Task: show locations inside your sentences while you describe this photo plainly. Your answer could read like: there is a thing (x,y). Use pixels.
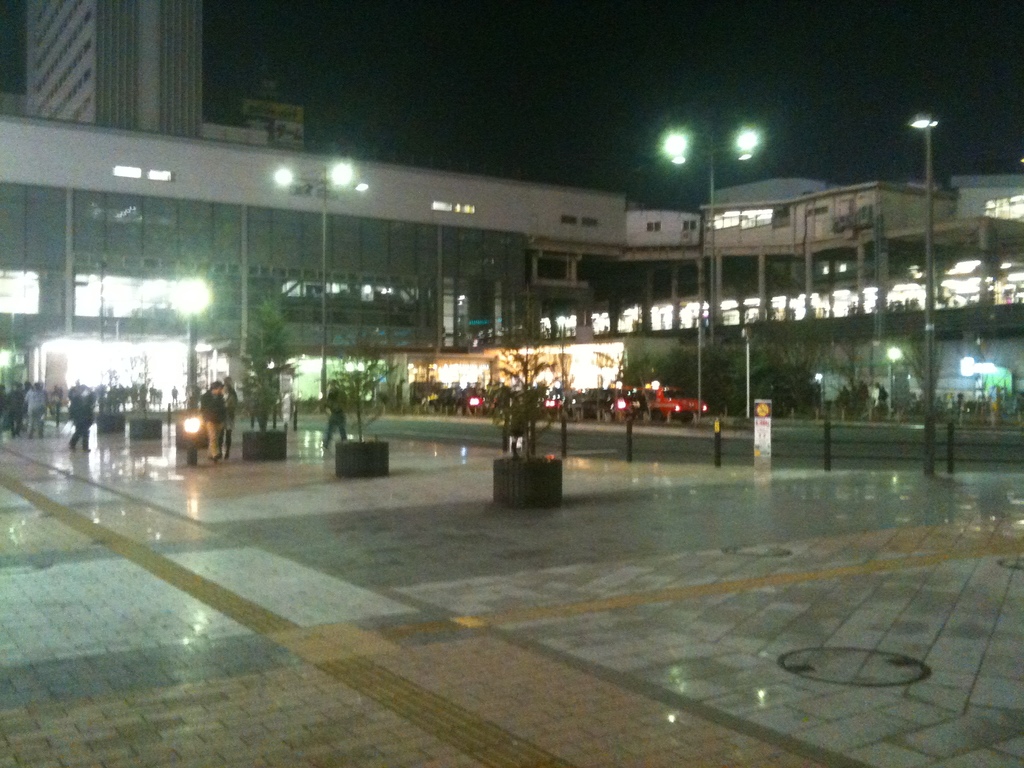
In this image we can see some people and there are few buildings (87,189) in the background (74,178) and we can see some plants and trees (751,411). There are some vehicles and we can see some street lights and at the top (379,122) we can see the sky (659,46).
